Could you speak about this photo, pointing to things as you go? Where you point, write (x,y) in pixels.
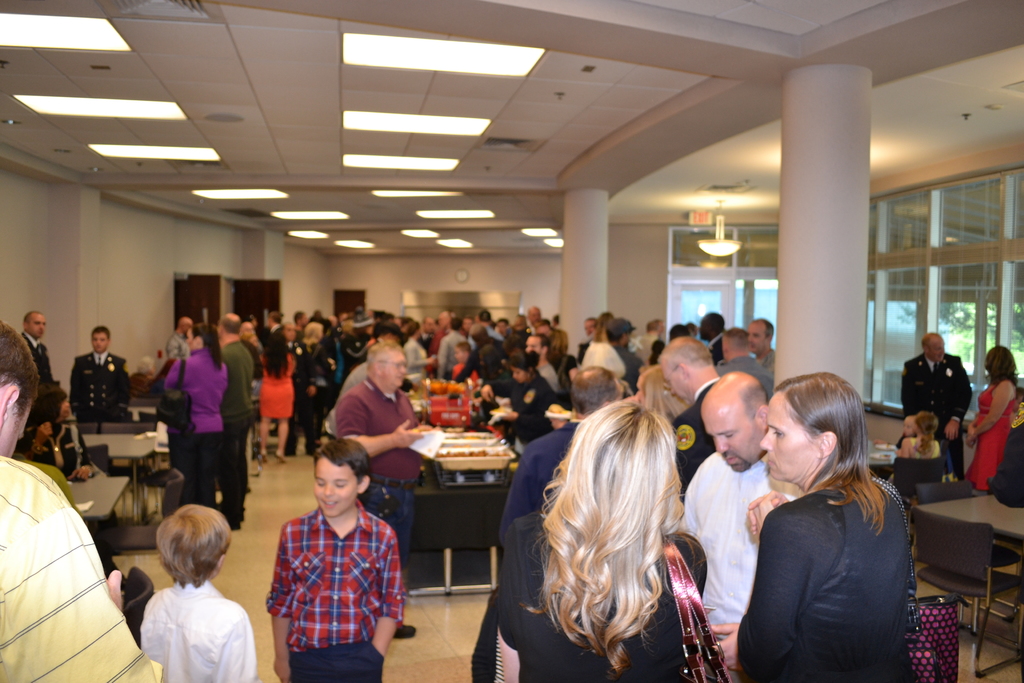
This picture is inside view of a room (436,386). We can see tables (119,481), chairs (171,483) and group of people (400,402) are present. On the table (454,486) we can see some objects (453,405), containers (479,449) are present. At the bottom of the image (660,602) we can see some persons (663,574) are wearing bag (677,548). At the top of the image (499,120) we can see roof (296,126), lights (398,164) are present. On the right side of the image (880,231) we can see pillars (837,224), window (898,265), glass (902,309) are there. At the bottom of the image (432,633) floor (430,628) is there.
